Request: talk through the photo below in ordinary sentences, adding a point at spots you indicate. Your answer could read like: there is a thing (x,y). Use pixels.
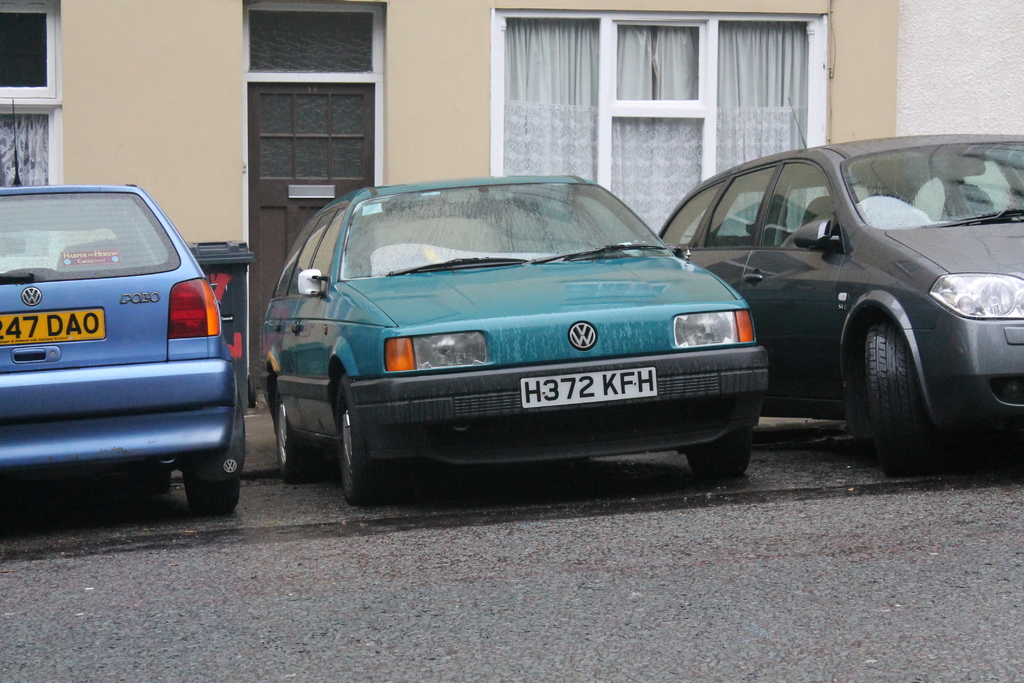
In this picture, we can see a few vehicles (641,385), and we can see the ground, trash bin (224,299), building (488,139) with windows (499,131), curtain (538,130), and door (264,245).
